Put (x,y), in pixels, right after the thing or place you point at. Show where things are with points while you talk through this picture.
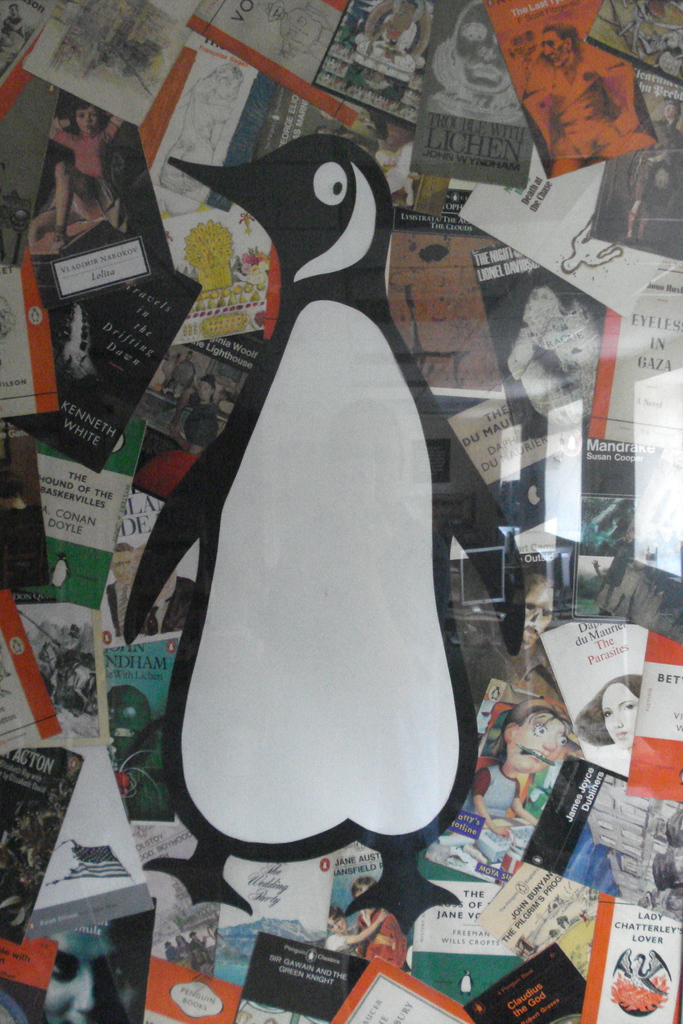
In this image I can see a penguin (176,788) which is in black and white color. Background (129,358) I can see few papers (119,688) attached to some object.
